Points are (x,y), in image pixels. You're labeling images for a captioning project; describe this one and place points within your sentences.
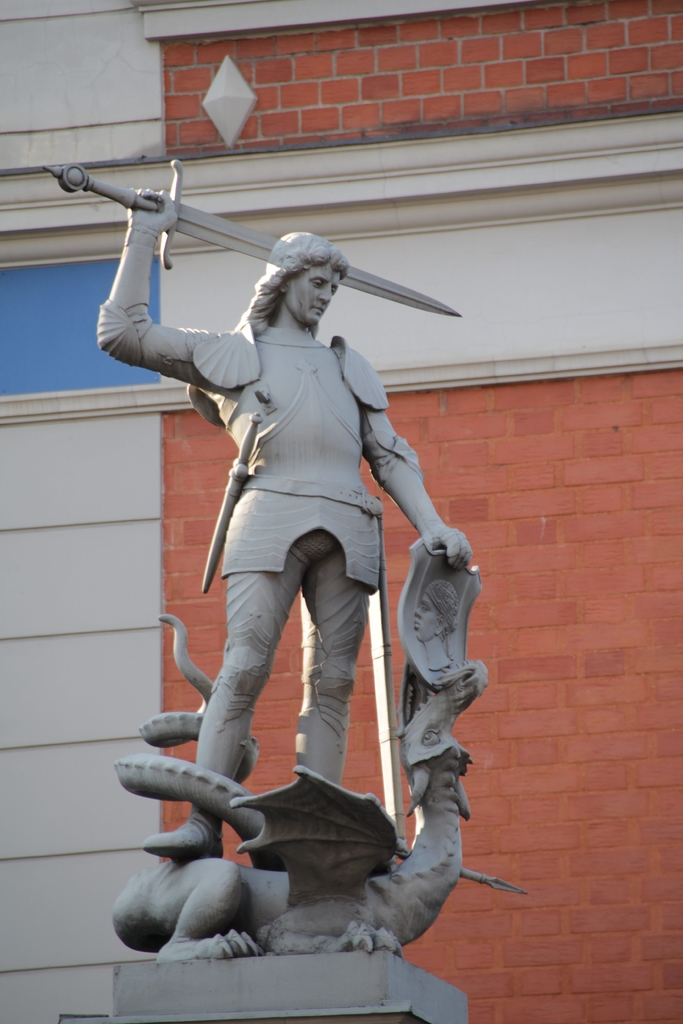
In this picture we can see a statue (201,830) of a person (207,386) holding a sword (389,285) with hand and in the background (363,239) we can see wall (291,169).
